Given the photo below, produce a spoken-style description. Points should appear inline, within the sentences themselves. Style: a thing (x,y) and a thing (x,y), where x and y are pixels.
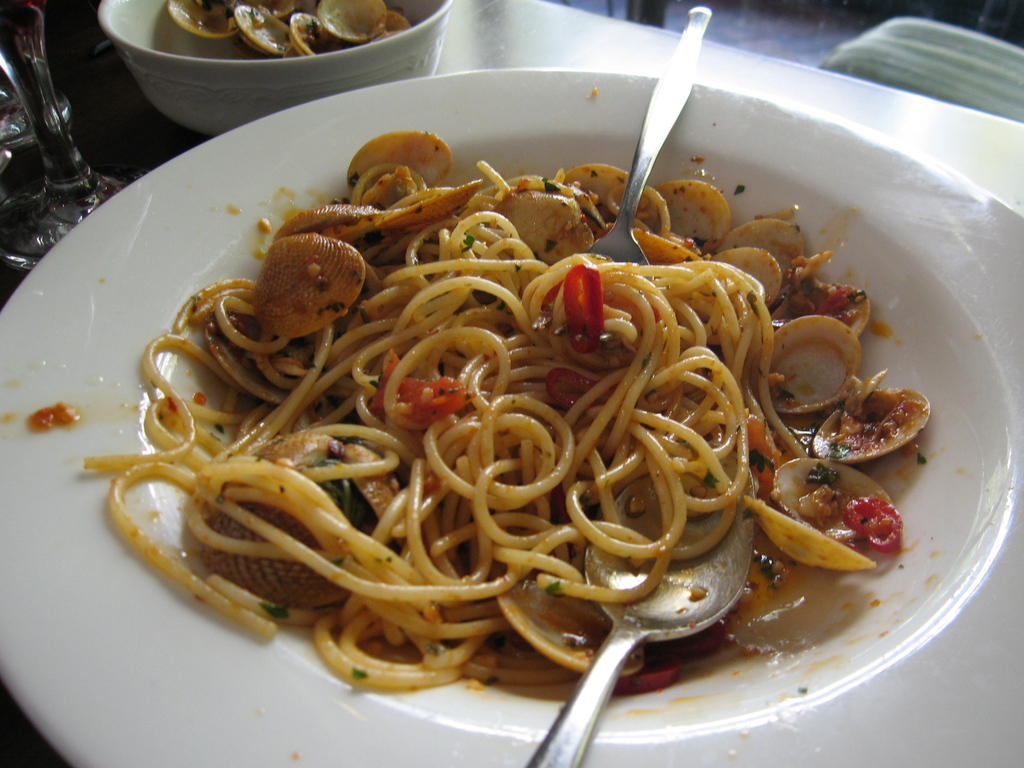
In this image, we can see a table (1021,132) with some food items (276,282) in containers (298,66). We can also see some glass objects (70,153) at the top left (64,135). We can see spoons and an object (900,45) on the top right (916,50).
